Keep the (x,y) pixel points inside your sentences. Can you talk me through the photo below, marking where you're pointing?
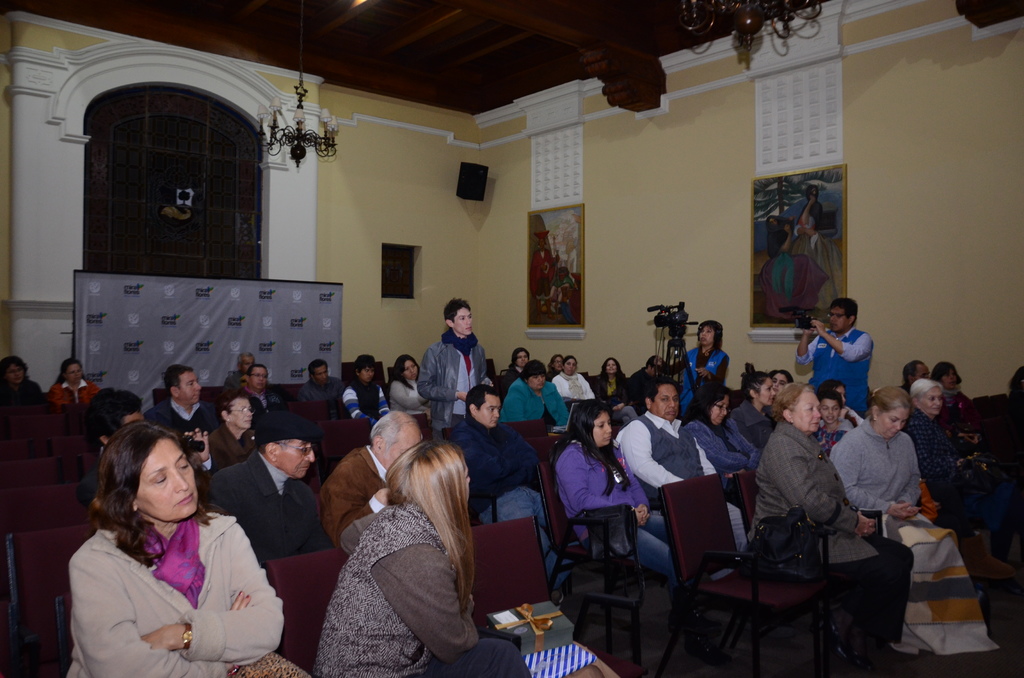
As we can see in the image there is a wall (407,189), speaker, photo frame (789,239) and few people (832,324) standing and sitting here and there and there are chairs (548,443) and there is a camera (669,327) over here.
